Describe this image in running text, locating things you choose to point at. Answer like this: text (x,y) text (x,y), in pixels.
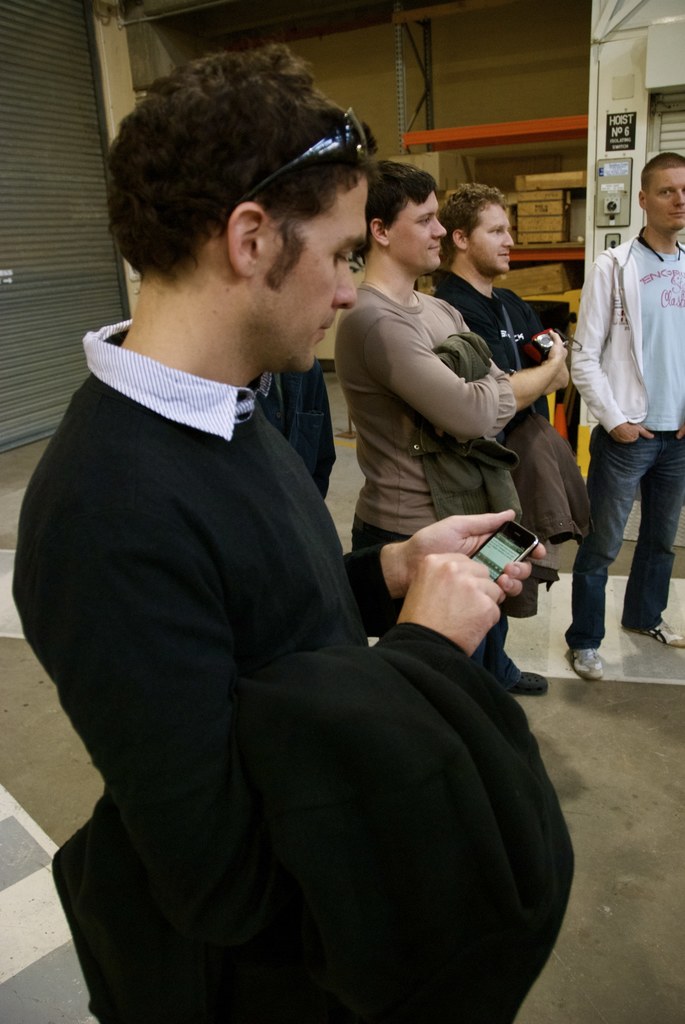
In the center of the image (233,424) we can see person (192,879) standing and holding a mobile phone (511,538). In the background (510,479) we can see persons (434,305), wall (359,73), switch board (605,190) and objects (555,209) placed on the racks (424,139).
